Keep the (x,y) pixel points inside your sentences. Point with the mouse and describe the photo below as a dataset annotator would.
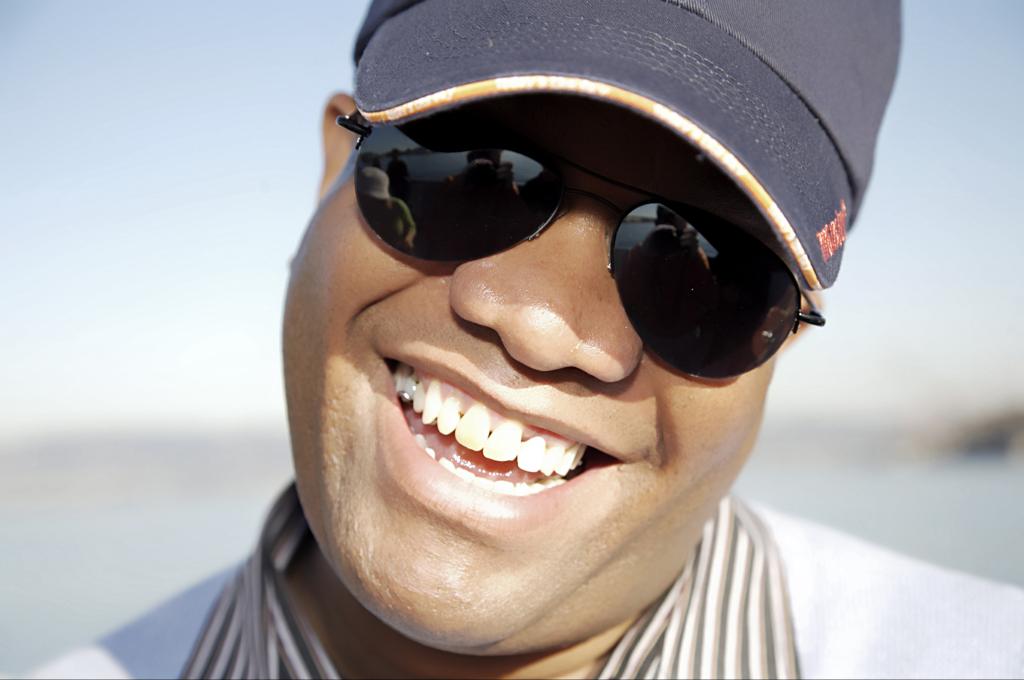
In this image I can see a person (427,495) smiling. He is wearing spectacles (409,229) and a cap (712,78). The background (77,591) is blurred.
